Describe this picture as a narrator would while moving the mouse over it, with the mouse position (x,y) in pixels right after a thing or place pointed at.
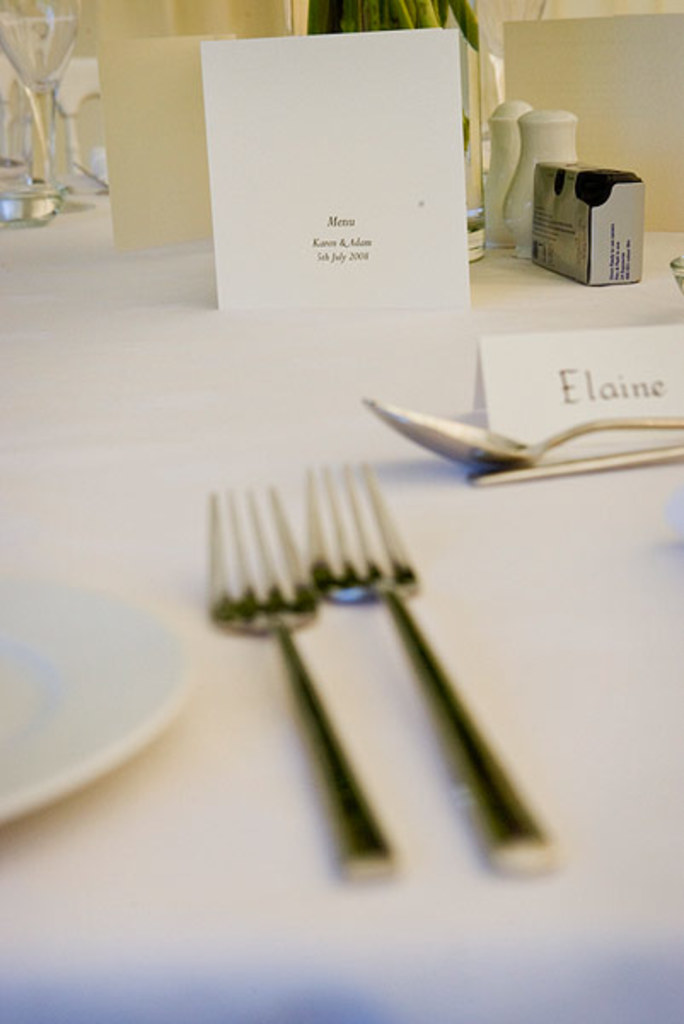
In the foreground of this image (397,667), there are two forks (433,712) on the table (596,636) and the table (628,589) also includes spoons (454,437), platters (75,605), card boards papers (544,364), boxes (575,223), containers (537,140), glasses (39,105) and a plant (341,13).
